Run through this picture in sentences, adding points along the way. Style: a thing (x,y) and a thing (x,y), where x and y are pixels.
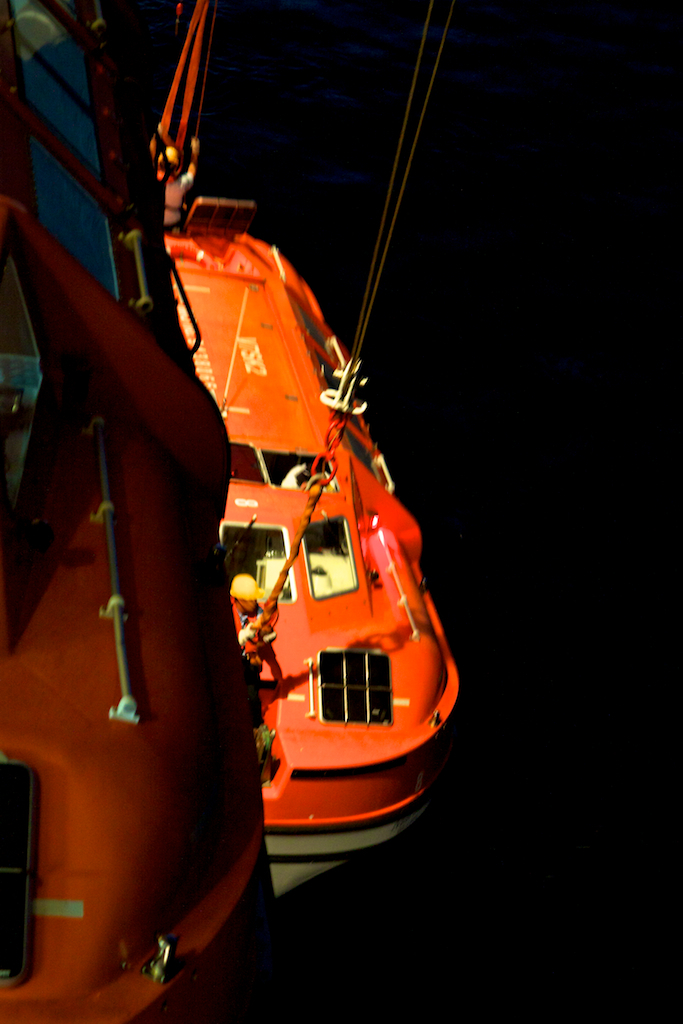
In this picture we can see two boats (129,399), ropes (198,38) and some people (159,164) and in the background (339,103) it is dark.
